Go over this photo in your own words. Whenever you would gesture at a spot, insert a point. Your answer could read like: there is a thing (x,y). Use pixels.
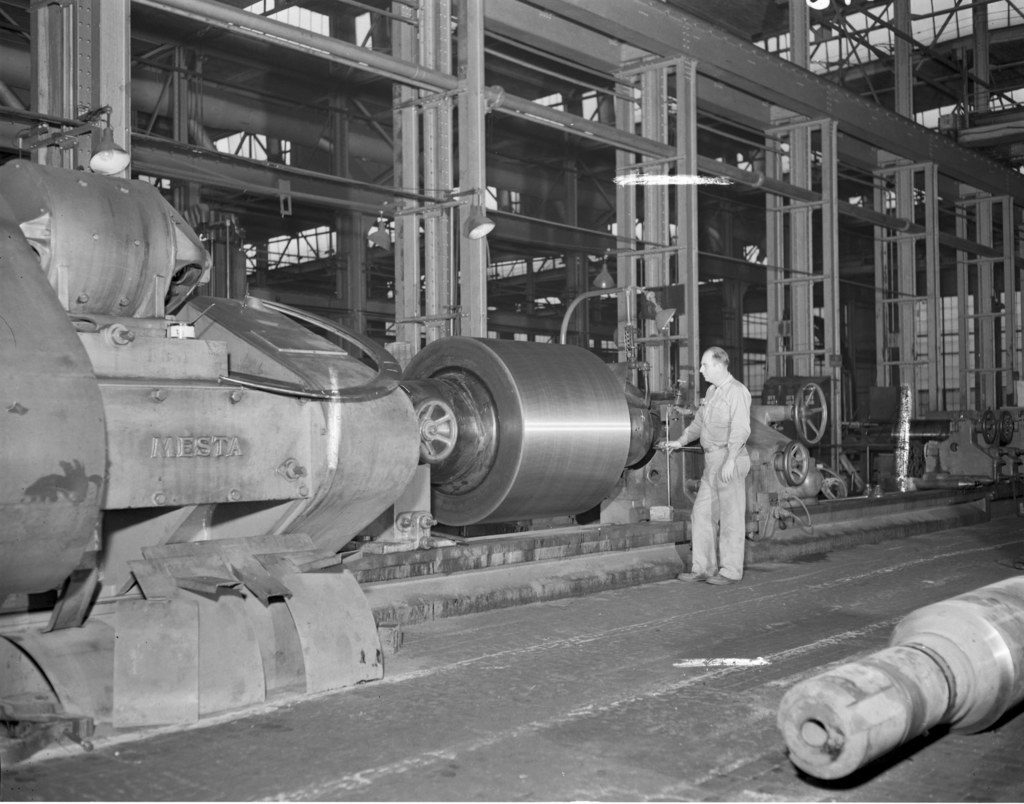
In this image I can see a person (734,448) standing in a factory (601,21). This is a black and white image.
